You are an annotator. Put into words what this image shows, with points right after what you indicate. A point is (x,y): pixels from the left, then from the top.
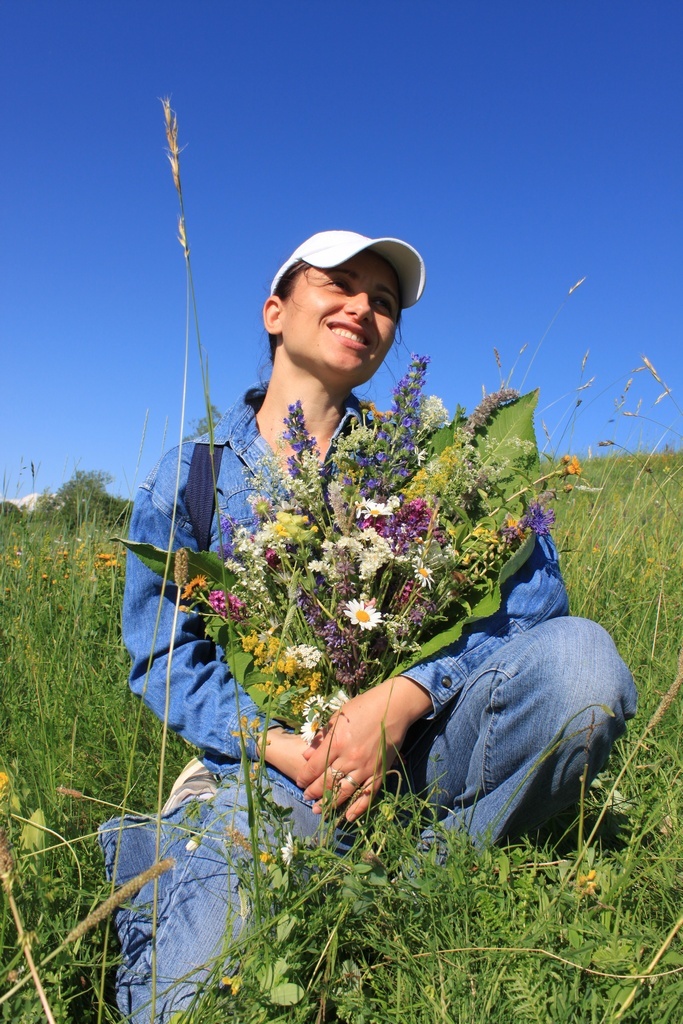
In this image in the center (343,373) there is one woman (519,614) who is sitting and she is holding some flowers (274,626), at the bottom (315,893) there are some plants (578,563). On the top of the image (265,191) there is sky (92,322).
